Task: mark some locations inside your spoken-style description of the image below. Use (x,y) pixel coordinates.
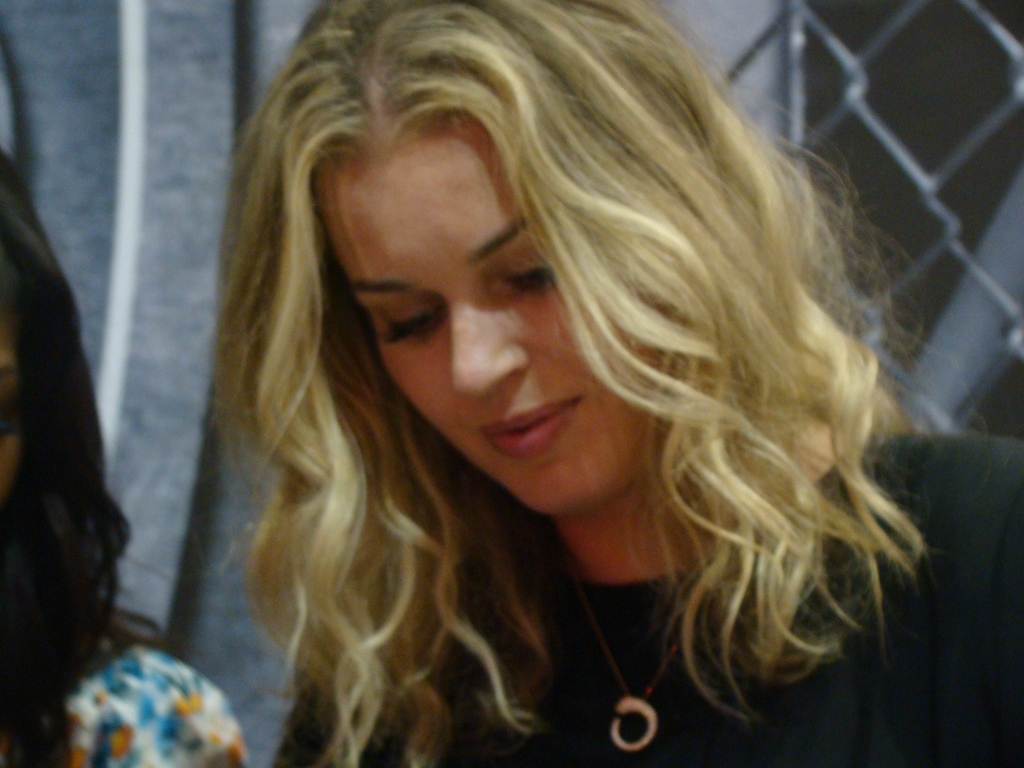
In this image we can see two women (638,520). In the background (934,336), we can see a mesh (1001,121). It seems like a curtain (207,47) on the left side of the image (123,156).
